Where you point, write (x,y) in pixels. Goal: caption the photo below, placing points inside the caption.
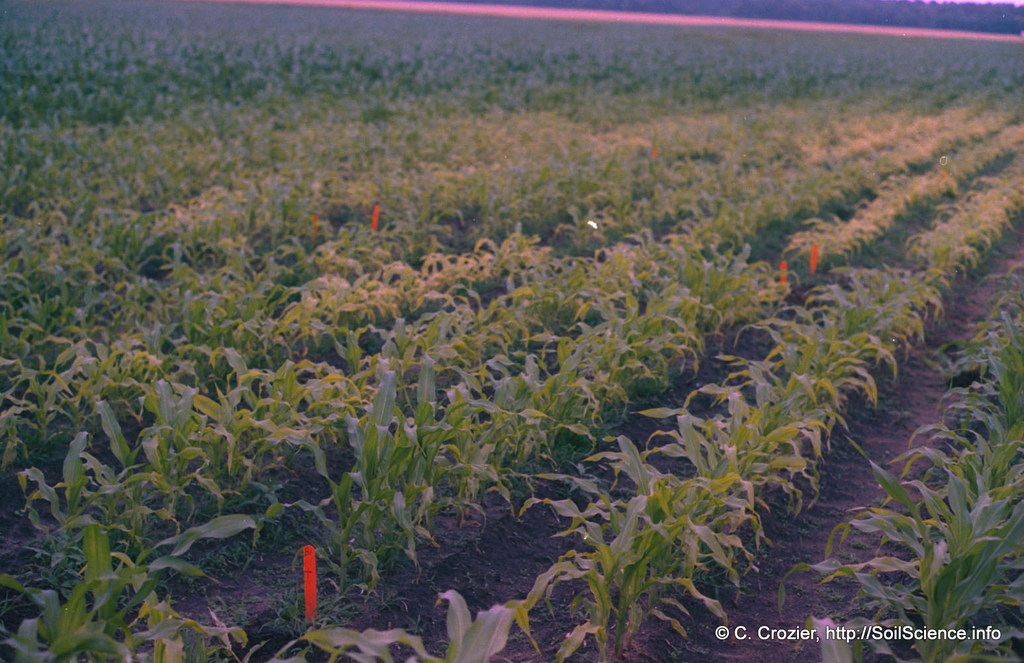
In the image we can see grass (579,391), soil (854,498) and at the right bottom (973,636) we can see water mark (915,627).
